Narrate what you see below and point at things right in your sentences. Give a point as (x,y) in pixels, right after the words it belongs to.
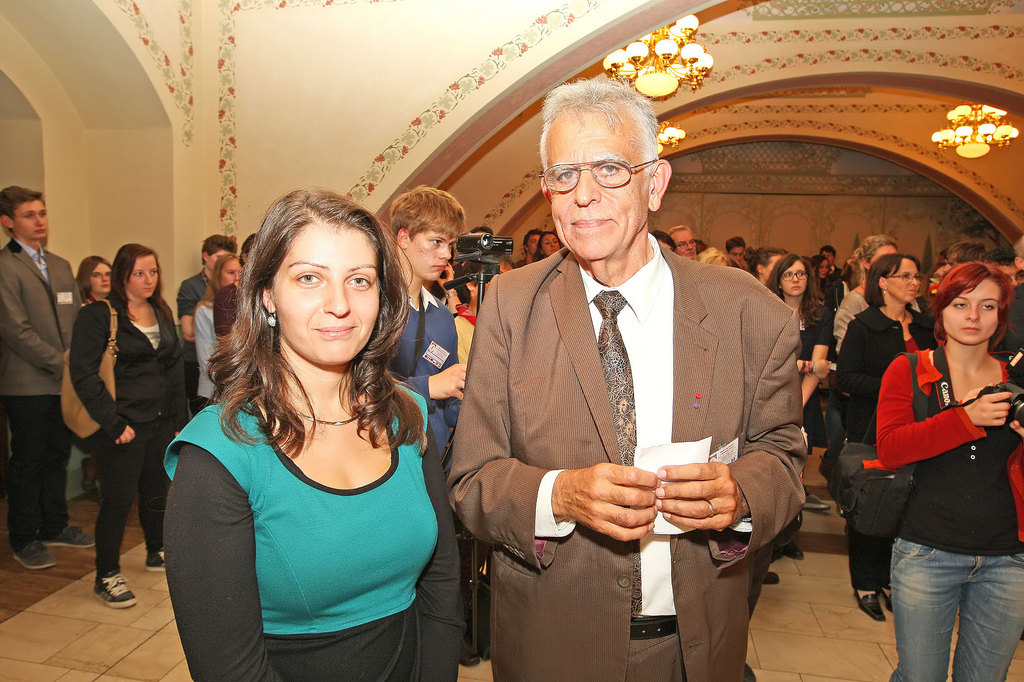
In this image in front (599,291) there are two people (589,303) wearing a smile on their faces (599,200). Behind them there are a few other people (943,563) standing on the floor (817,621). In the background of the image (806,209) there is a painting (790,194) on the wall (794,201). On top of the image (1007,117) there are chandeliers (984,132).
